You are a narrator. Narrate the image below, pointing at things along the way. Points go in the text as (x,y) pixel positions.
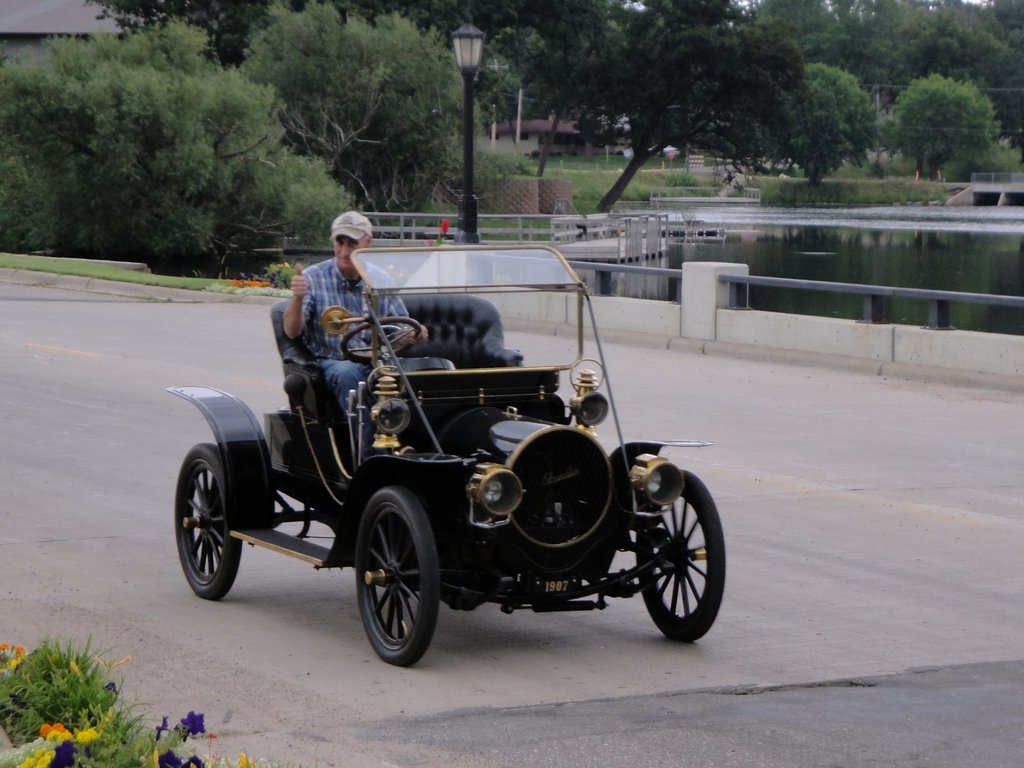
This picture is of outside. In the center (433,419) there is a car (447,411) and a man (328,278) wearing blue color shirt (333,285), riding a car (395,377). In the background (478,97) we can see the trees (257,55), street lamp (480,54), pole (469,106), water body (836,252) and some plants (764,185). In the foreground (101,723) we can see the plants (204,760) and the road (873,649).
